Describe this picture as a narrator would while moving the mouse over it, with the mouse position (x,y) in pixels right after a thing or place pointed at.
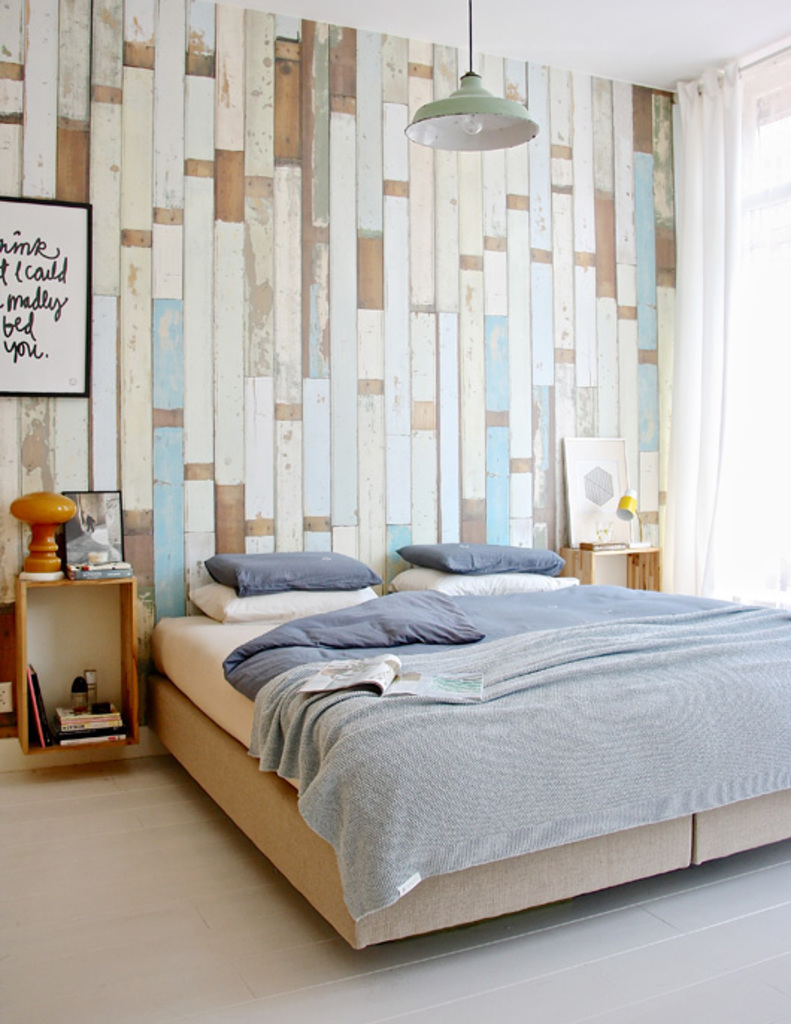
In this picture I can see the pillows (308,564), blanket (434,704) on the bed (476,741). On the left (33,522) I can see photo frame (68,557), lamp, plastic box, books (69,740) and bottles (93,694) on the table (96,635). Beside that I can see the socket (9,697). In the top left (31,285) there is a frame (33,271) which is placed on the wall (136,230). At the top (414,142) I can see the light (416,113). On the right (766,480) I can see the window cloth (713,340) and window (761,349).
